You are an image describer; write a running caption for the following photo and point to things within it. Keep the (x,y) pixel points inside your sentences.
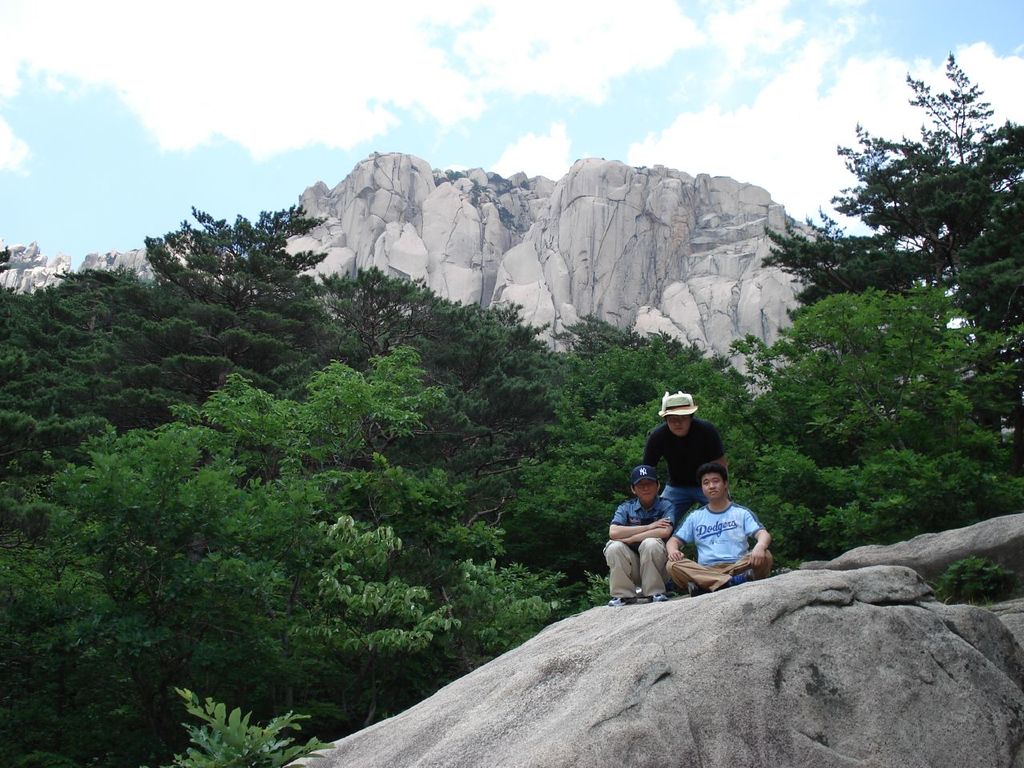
In this image there are three persons (690,560), two persons (614,594) are sitting on rock (462,723) and one person (678,516) is standing, in the background (812,388) there are trees (852,381), mountain (401,279) and sky (532,36).
